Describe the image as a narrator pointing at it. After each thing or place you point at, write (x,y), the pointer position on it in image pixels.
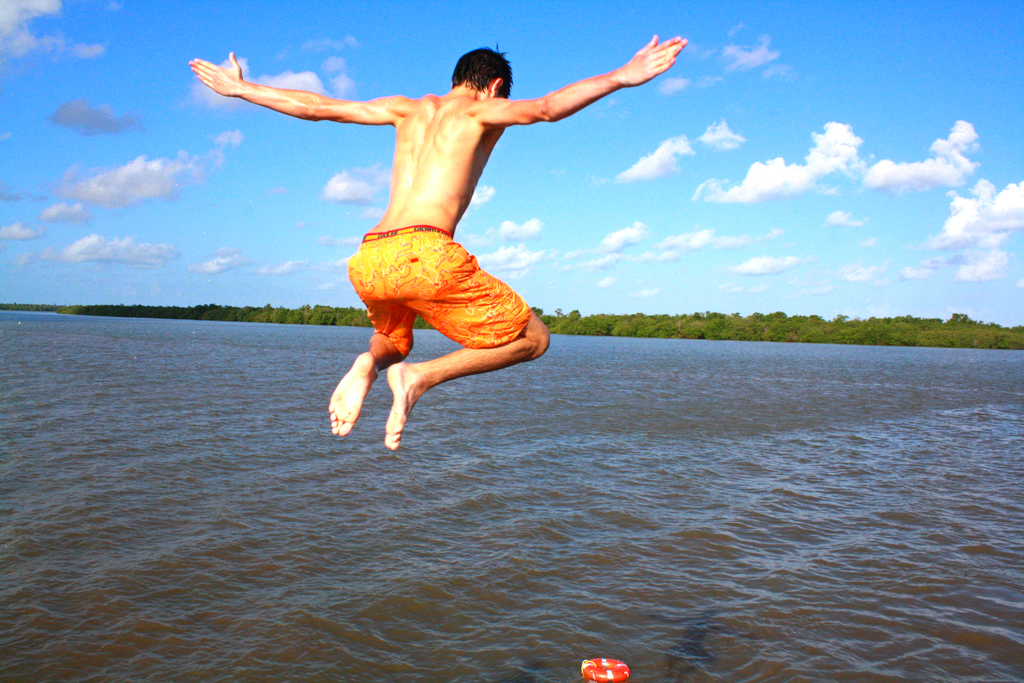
The man (378,240) in front of the picture is jumping into the water (279,437). At the bottom (554,548), we see a red color object (600,658) and water (240,524). This water (210,514) might be in the river (766,429). There are trees (735,337) in the background (272,321). At the top (861,133), we see the sky (873,96) and the clouds (723,243).
